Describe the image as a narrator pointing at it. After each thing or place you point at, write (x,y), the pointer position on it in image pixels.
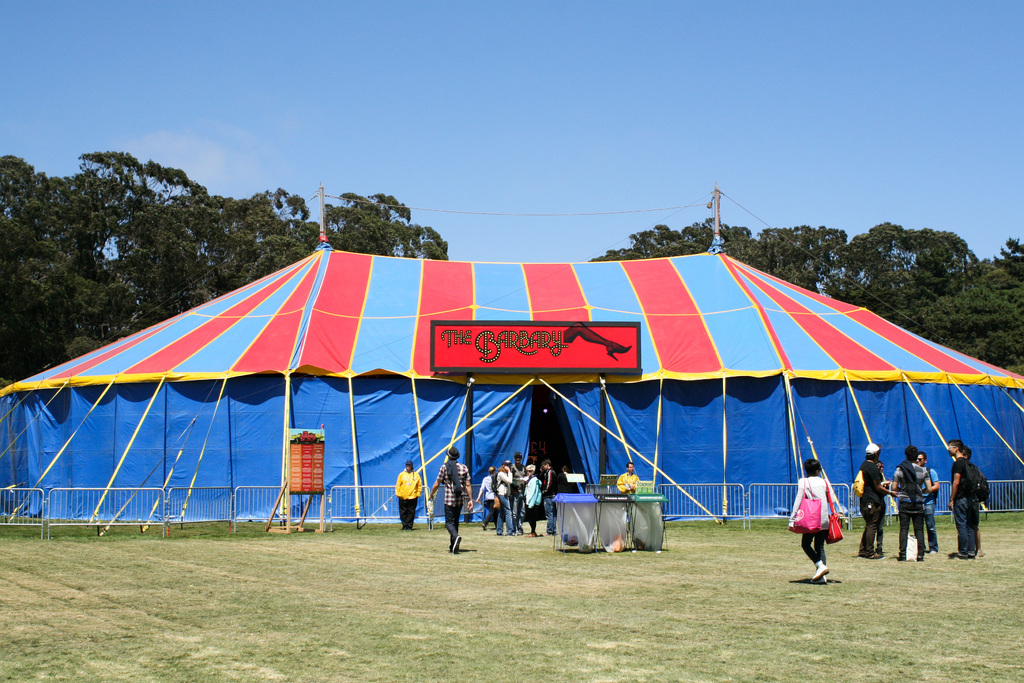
In this image, we can see grass (775,526) on the ground (337,599), there are some people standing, there is a tent (422,353), there are some green color trees (295,256), at the top (472,84) there is a blue color sky (537,106).
